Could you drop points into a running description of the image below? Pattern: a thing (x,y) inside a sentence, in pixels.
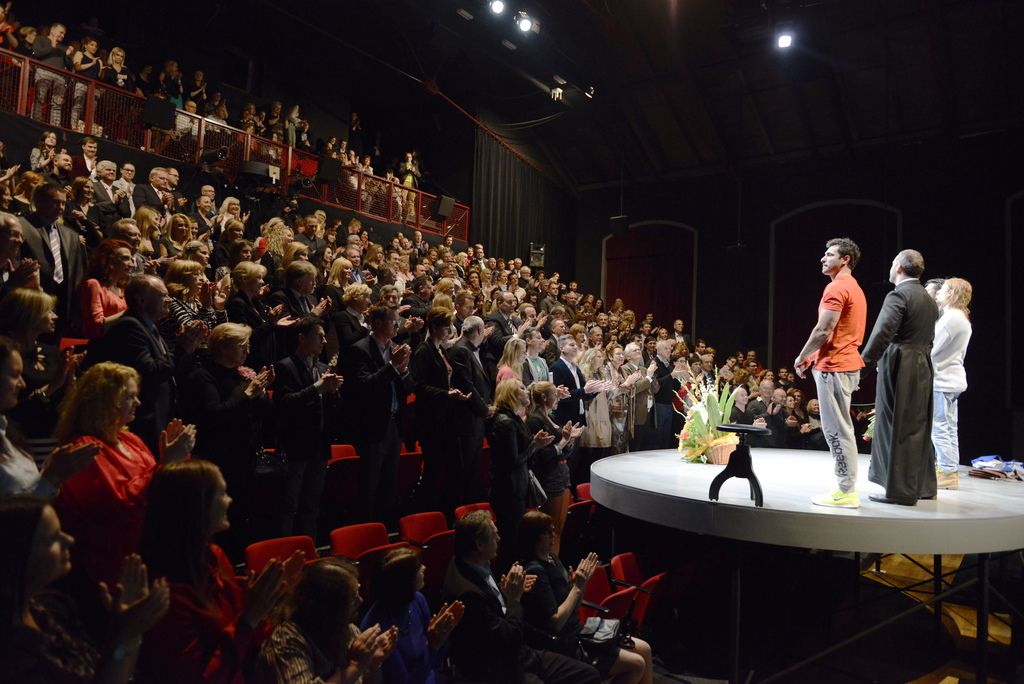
In this image we can see a group of people (451,364) standing on the floor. On the right side of the image (713,421) we can see group of flowers (704,408) placed in a basket (723,459) and a stool (752,431) placed on the stage (868,472). In the foreground (583,598) we can see some people (477,646) sitting on chairs (621,603). In the background (464,226), we can see some speakers (443,211), metal barricade (232,160) and some lights (565,76).
